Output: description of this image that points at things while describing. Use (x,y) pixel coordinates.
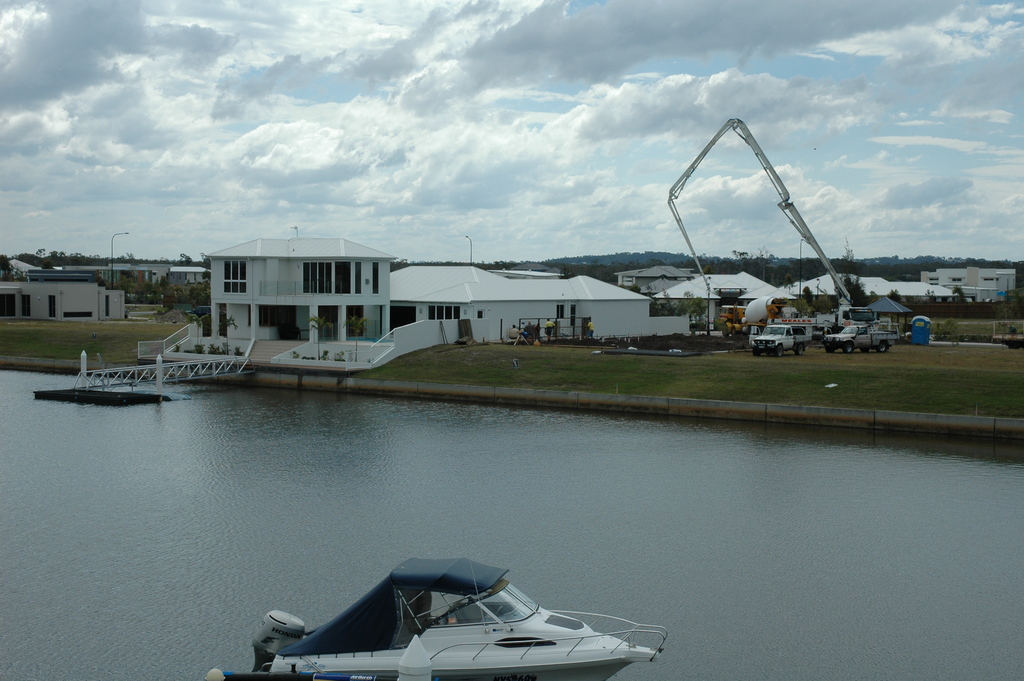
In this picture we can observe a white color boat (524,625) on the water (409,547). We can observe houses (266,301) which were in white color. There is a mobile crane (806,238) on the right side (820,322) and two vehicles (793,331) on the ground (727,345). In the background (233,111) there are trees (574,273) and a sky (374,85) with clouds (342,128).
